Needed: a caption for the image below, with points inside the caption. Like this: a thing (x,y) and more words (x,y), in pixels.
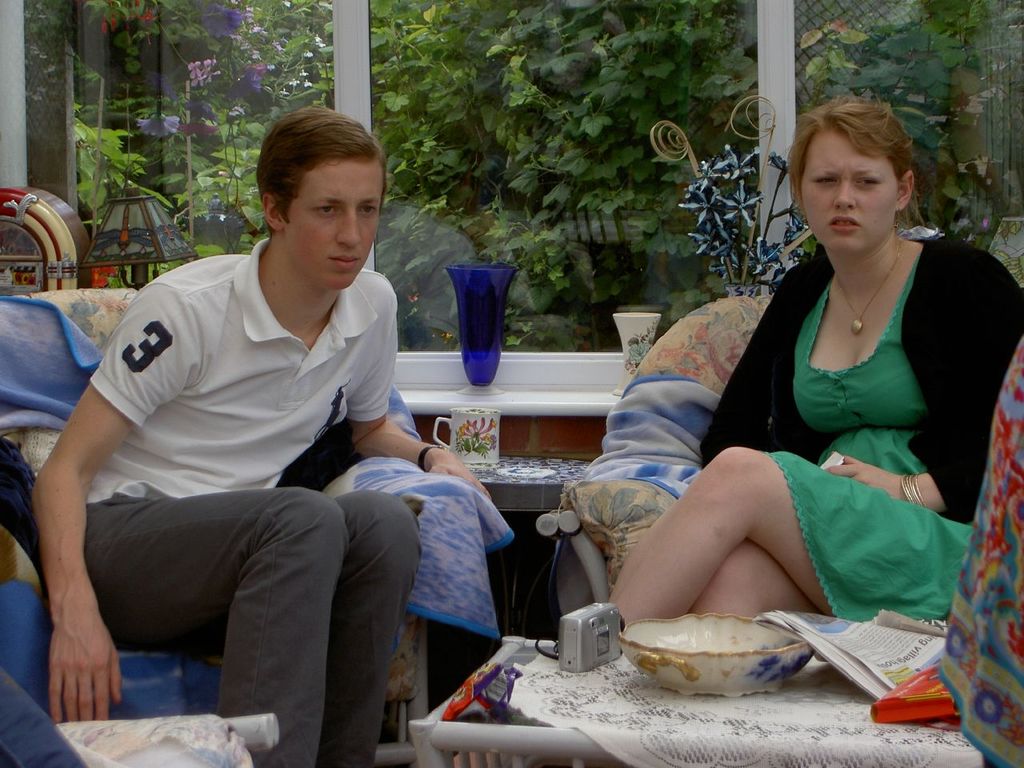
In the picture I can see people (337,586) are sitting in the chairs (155,742), in front (667,649) one table (623,649) in which we can see some objects (665,630), behind there is a glass window (445,236) and some potted plants (402,149).
